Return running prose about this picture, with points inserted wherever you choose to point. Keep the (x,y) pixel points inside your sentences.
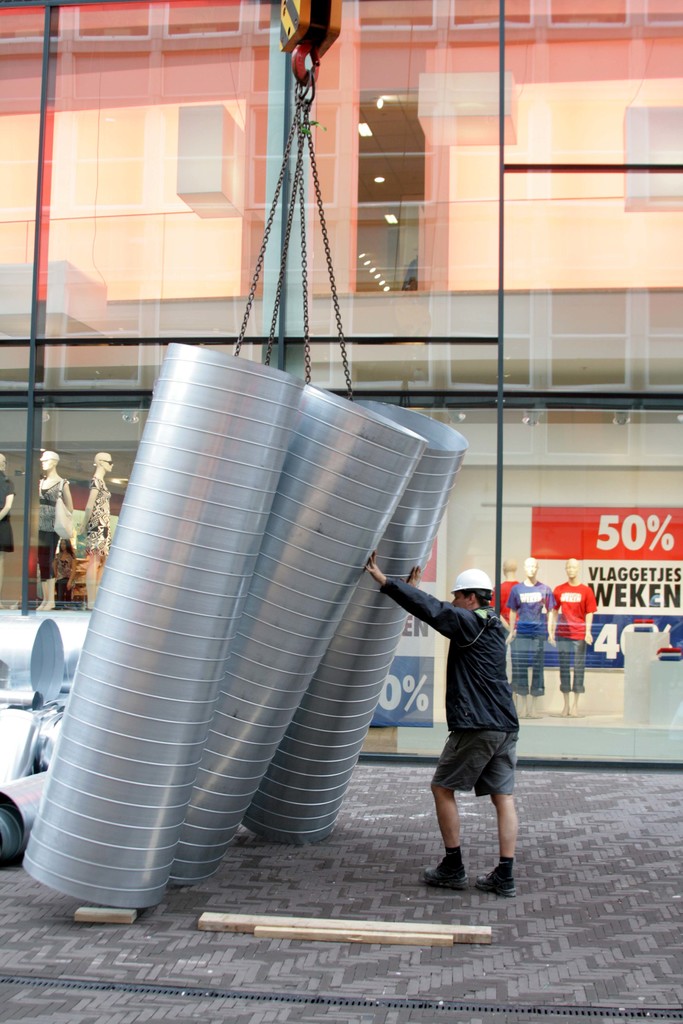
In this image we can see a person (479,677) wearing a dress (496,653) and helmet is standing on the ground (468,921). In the center of the image (240,610) we can see some pipes (306,575) tied with chains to an object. In the background (527,685), we can see some mannequins (580,639) with some clothes (565,636), sign board (624,542) with text (669,586) and a building (613,500) with some lights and some wood pieces (460,938) placed on the ground (364,958).
